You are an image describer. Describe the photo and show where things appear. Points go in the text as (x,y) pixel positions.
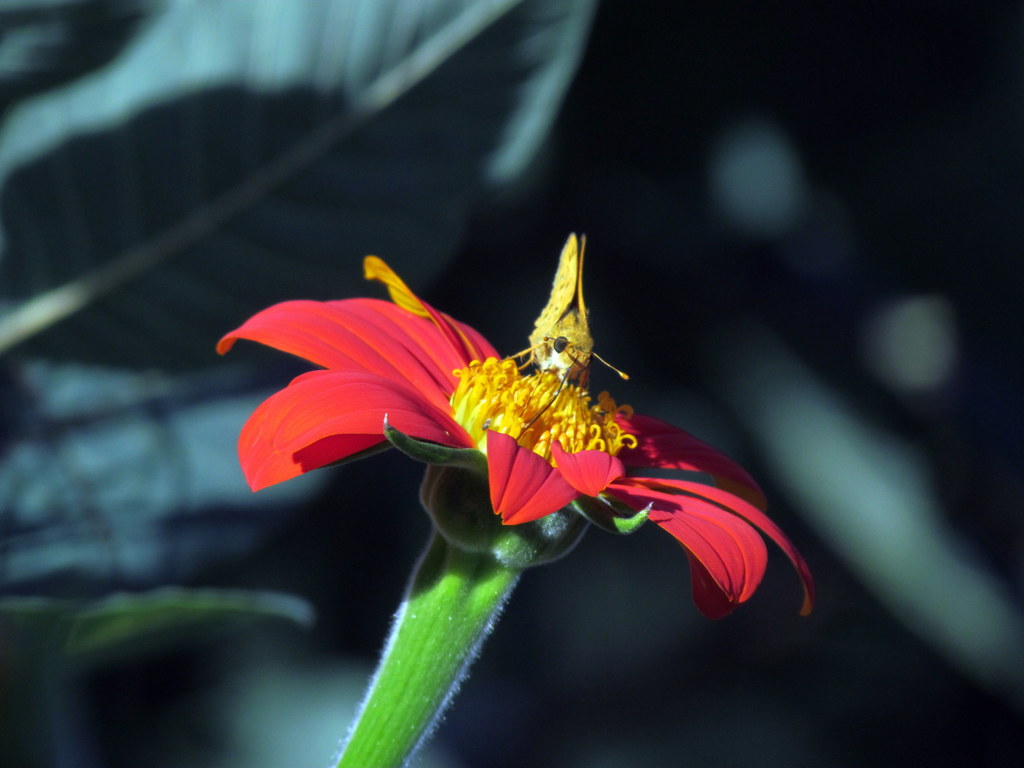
There is a red color flower (617,425). Which is having yellow color filaments (477,415). On the filaments (581,396), there is an insect (577,255). And the background (279,630) is blurred.
